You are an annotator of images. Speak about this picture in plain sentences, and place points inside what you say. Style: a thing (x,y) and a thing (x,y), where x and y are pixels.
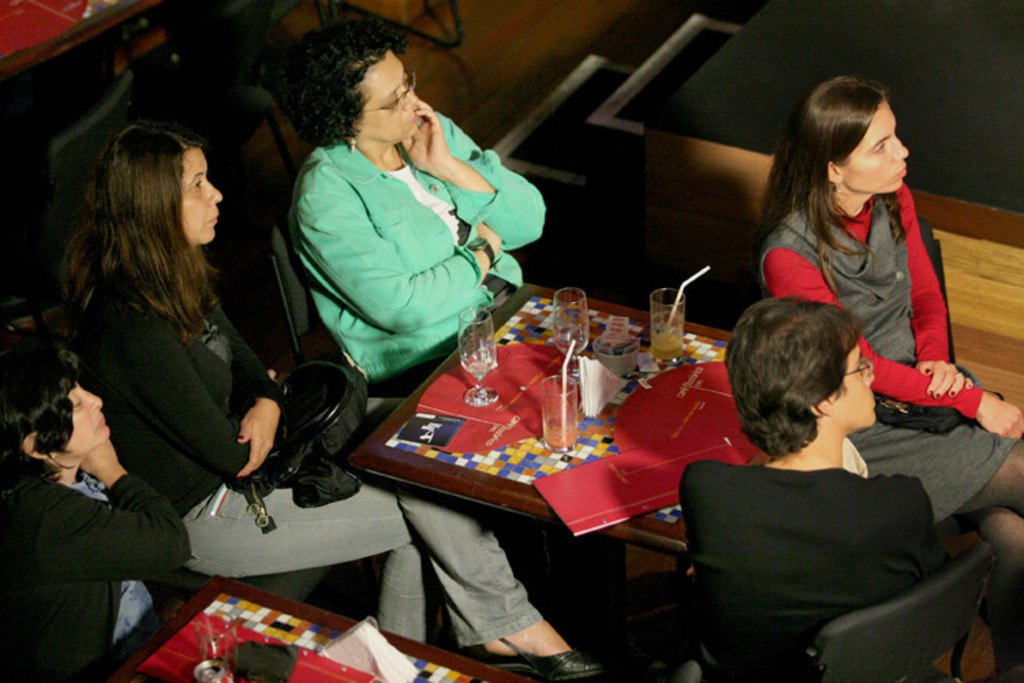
There are a group of women (401,510) sitting on a chairs (306,313) around the table (541,452) watching at something. There are few glasses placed on table (576,451).
